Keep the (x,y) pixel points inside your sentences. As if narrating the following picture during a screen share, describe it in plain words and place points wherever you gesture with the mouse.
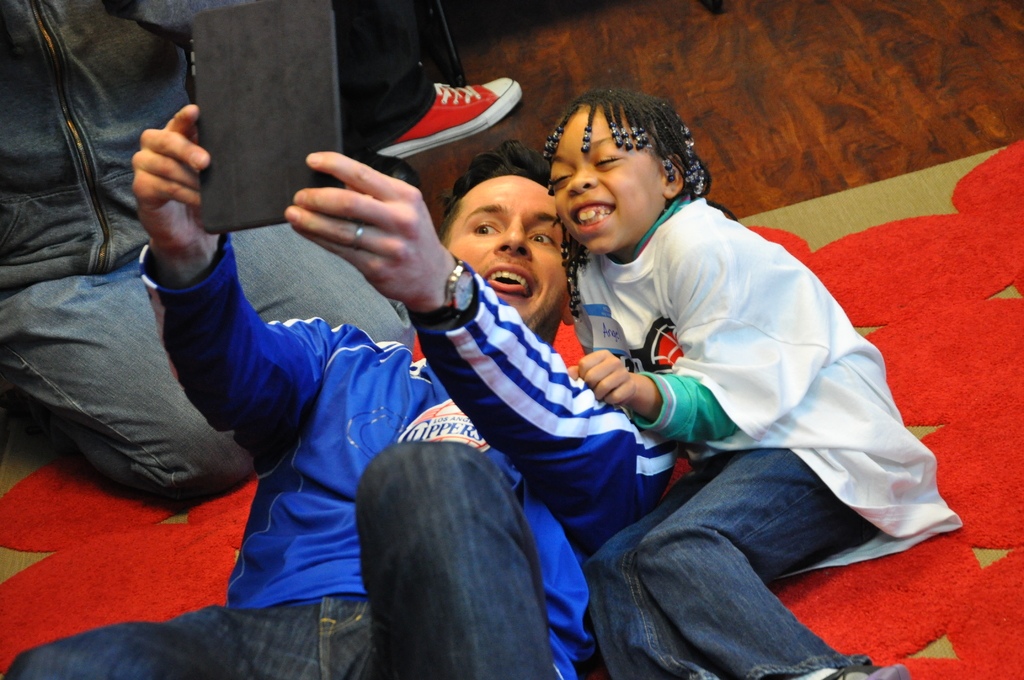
There are people (757,377) and this girl (682,427) smiling, beside her there is a man (404,232) holding a gadget (301,180). We can see mat (889,200) on the floor (843,135).
